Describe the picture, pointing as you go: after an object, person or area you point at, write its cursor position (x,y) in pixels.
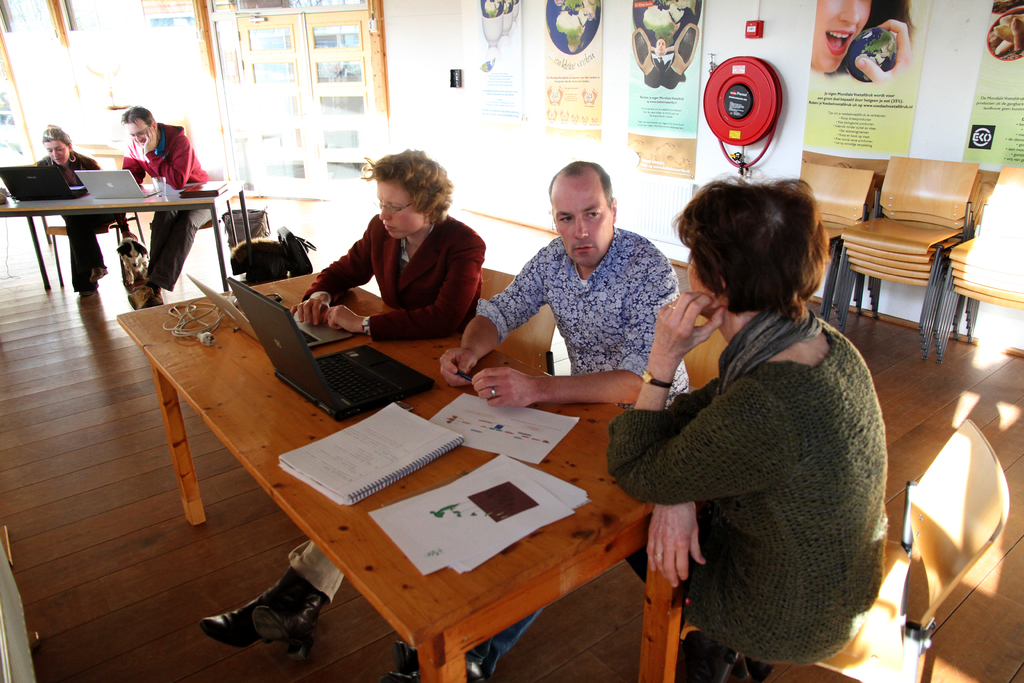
There is a group of people (327,321). They are sitting on chairs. There is a table (584,425). There is a laptop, file (480,421), book (375,485) on a table (556,541). We can see in background (843,120) posters (859,115), wall (794,59).
